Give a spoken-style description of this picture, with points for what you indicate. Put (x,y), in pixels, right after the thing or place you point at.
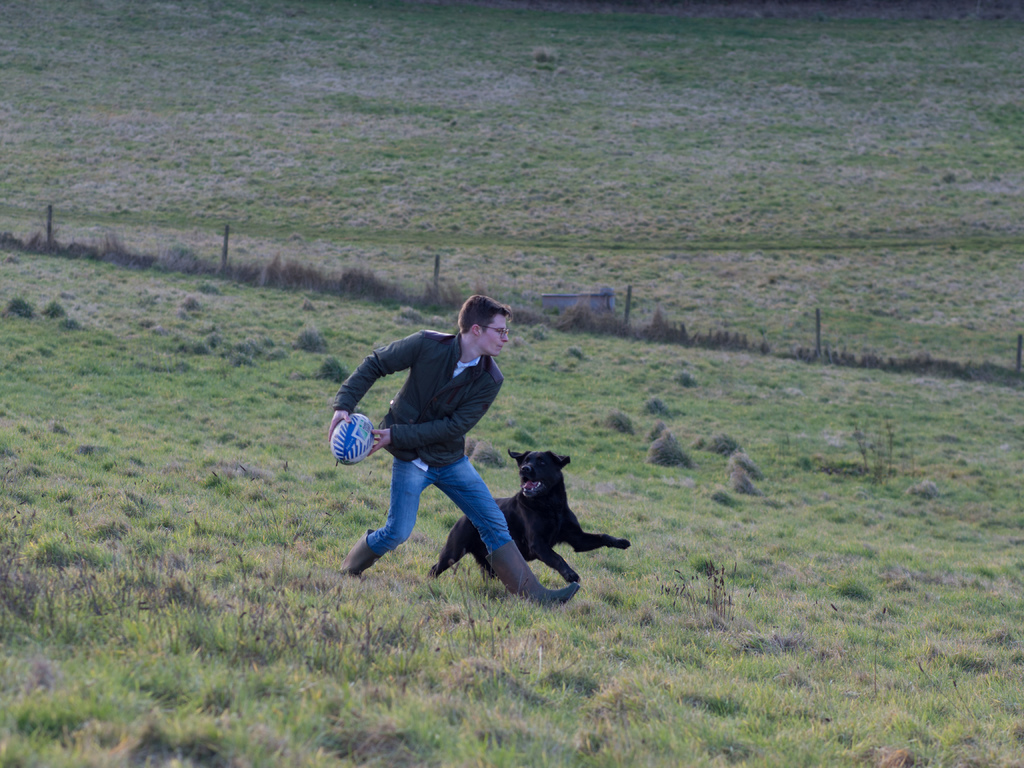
In this image I can see a man (439,413) is trying to throw a ball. He wore coat (437,400), trouser (437,472), shoes (500,561), beside him a dog (524,513) is chasing. It is in black color, this is the grass (570,635) in this image.
